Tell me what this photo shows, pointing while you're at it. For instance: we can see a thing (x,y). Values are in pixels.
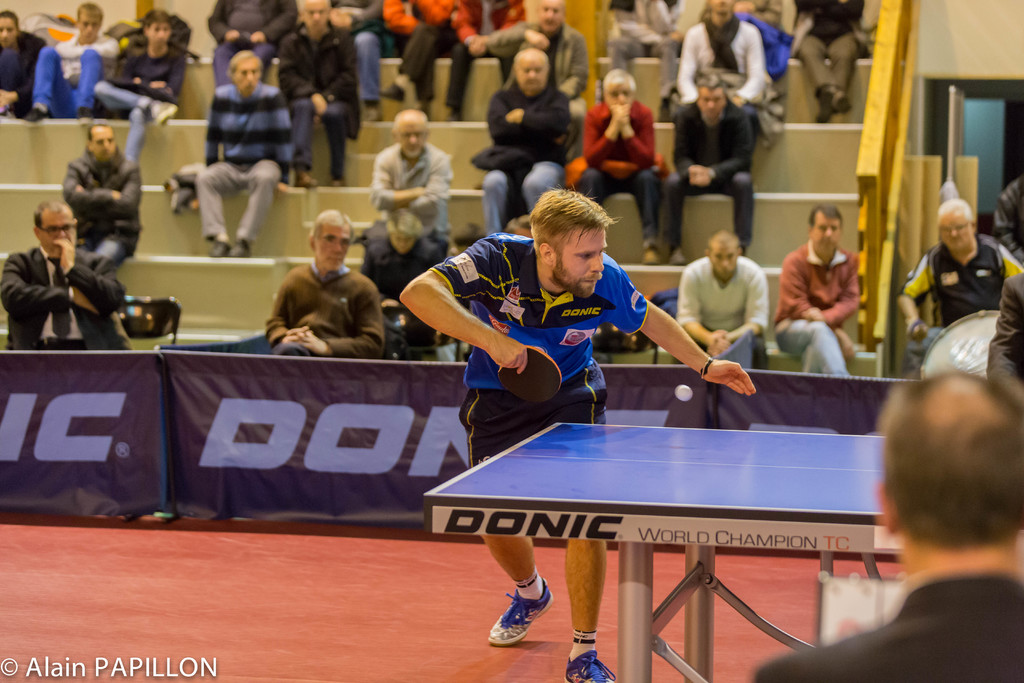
Here in the middle (616,295) we can see a person (490,363) playing table tennis in a court (700,477) and behind him we can see people (455,30) sitting and seeing his sport.
